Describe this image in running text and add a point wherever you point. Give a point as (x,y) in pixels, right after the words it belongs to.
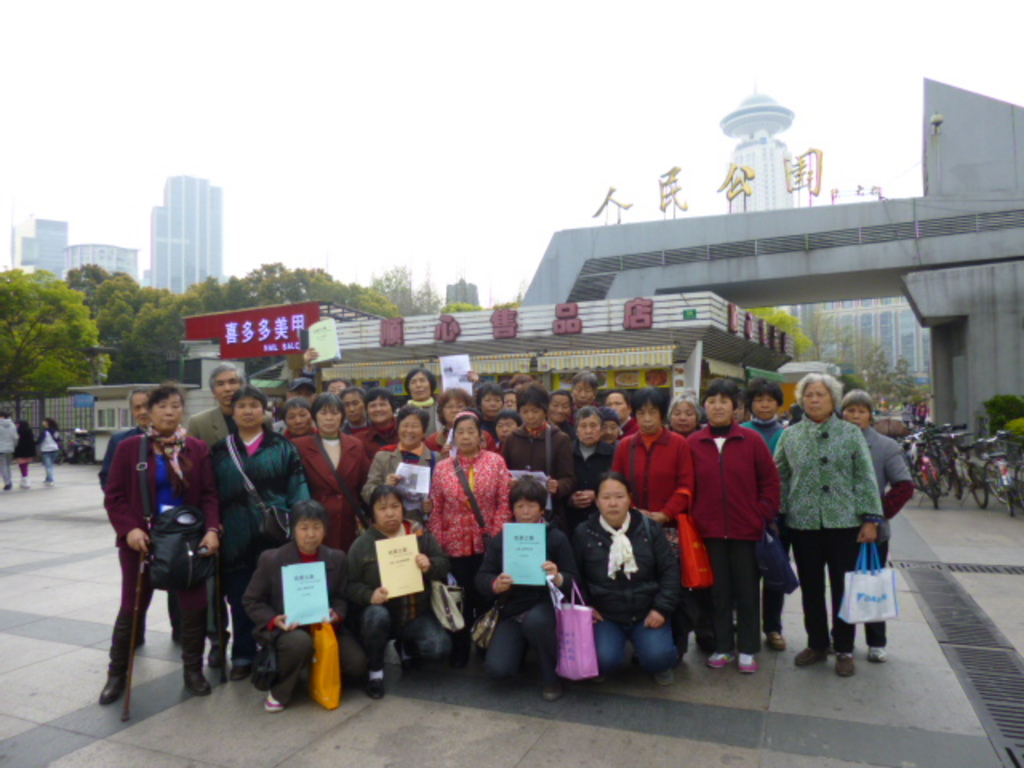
In the image we can see there are many people (396,442) standing and some of them are sitting, they are holding papers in their hand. There are bicycles (965,485), there are even trees (135,326) and buildings (112,262). We can even see white sky (437,141), this is a handbag (165,531), stick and shoes (112,673).
